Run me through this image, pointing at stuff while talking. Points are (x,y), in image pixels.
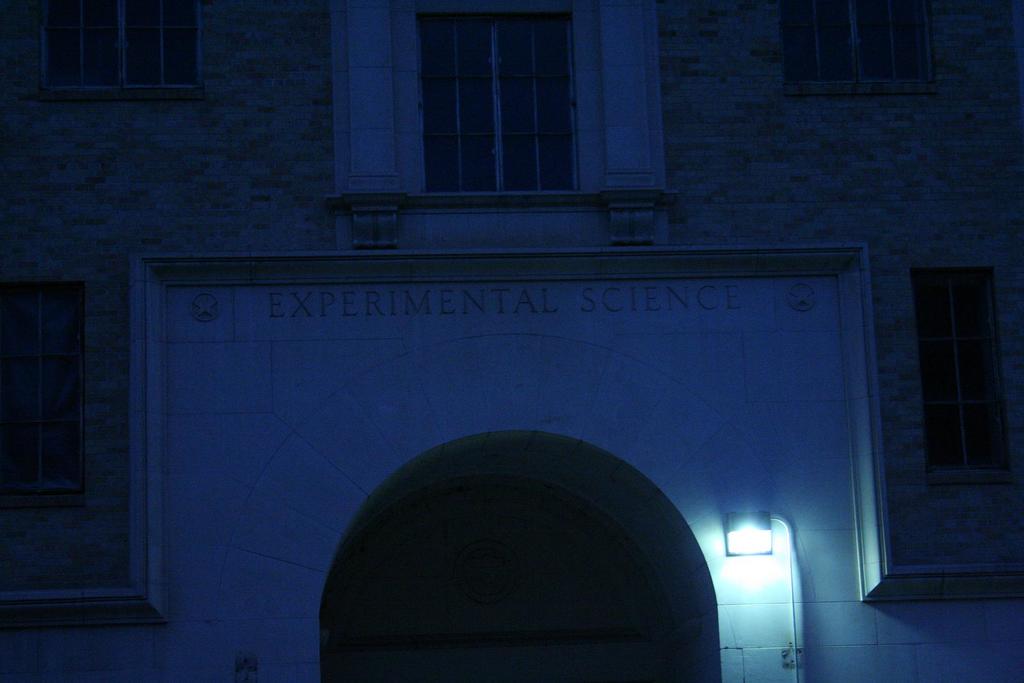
In this picture we can see building (306,232), windows (520,117), door (527,548), light (768,540), pole (789,521), wall (772,278) and some text (498,299).
